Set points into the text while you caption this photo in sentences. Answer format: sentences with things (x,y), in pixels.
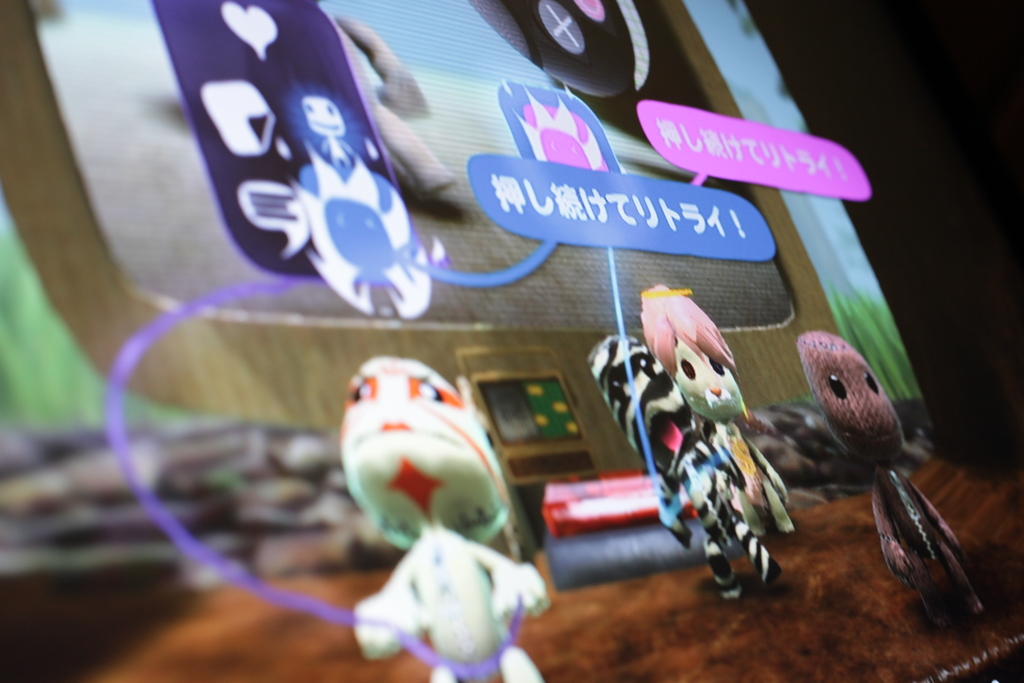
This is an animated image where we can see toy images (365,480), some edited text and icons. The left side of the image (31,56) is slightly blurred.
